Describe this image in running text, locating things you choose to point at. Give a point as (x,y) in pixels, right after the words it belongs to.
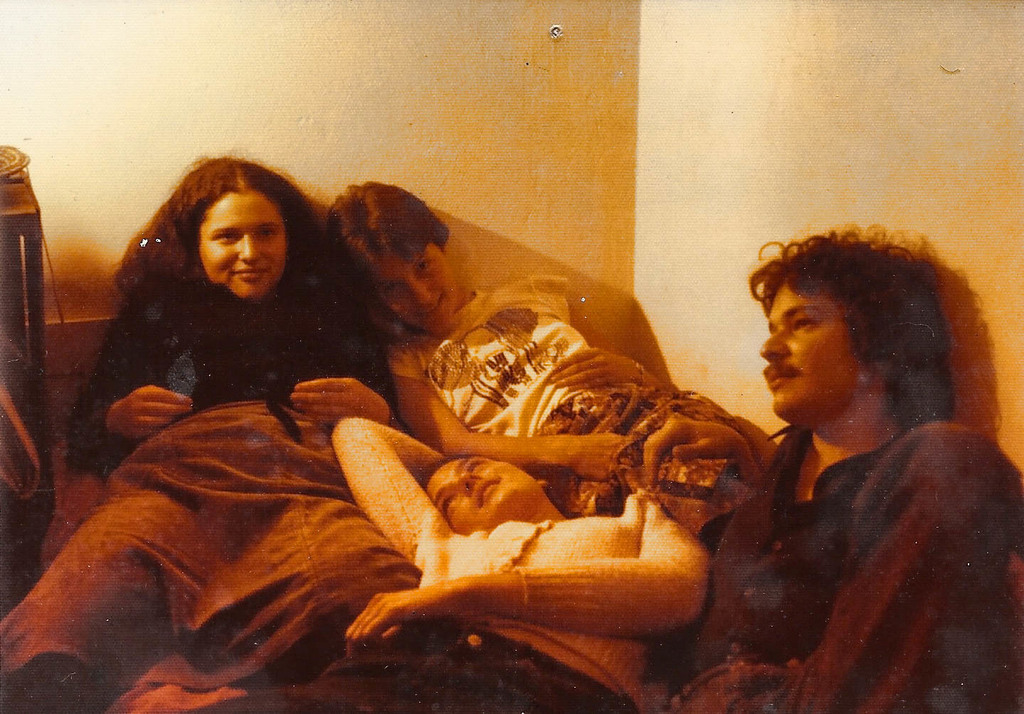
In this image I see 4 persons (254,633) in which these 3 (364,365) of them are smiling and I see the wall (451,138) and I can also see the shadows (587,292) on the wall (63,245) and I see a thing (28,261) over here.
